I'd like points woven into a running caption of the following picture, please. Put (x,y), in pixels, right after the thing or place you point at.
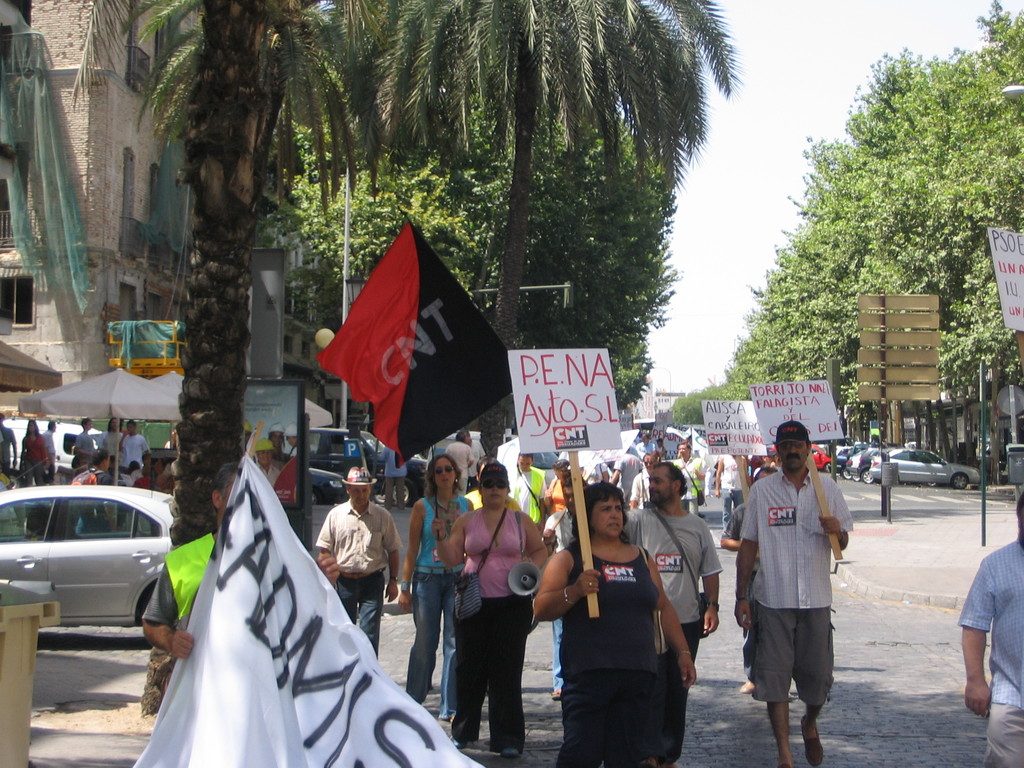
In this image, we can see people (656,561) holding boards (526,429) and banners (302,626) and in the background (128,221), there are trees (401,166), buildings (168,147), vehicles (910,471), tents (179,413), poles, sign boards (876,350). At the bottom (900,705), there is road (895,666) and at the top (774,80), there is sky (774,76).
